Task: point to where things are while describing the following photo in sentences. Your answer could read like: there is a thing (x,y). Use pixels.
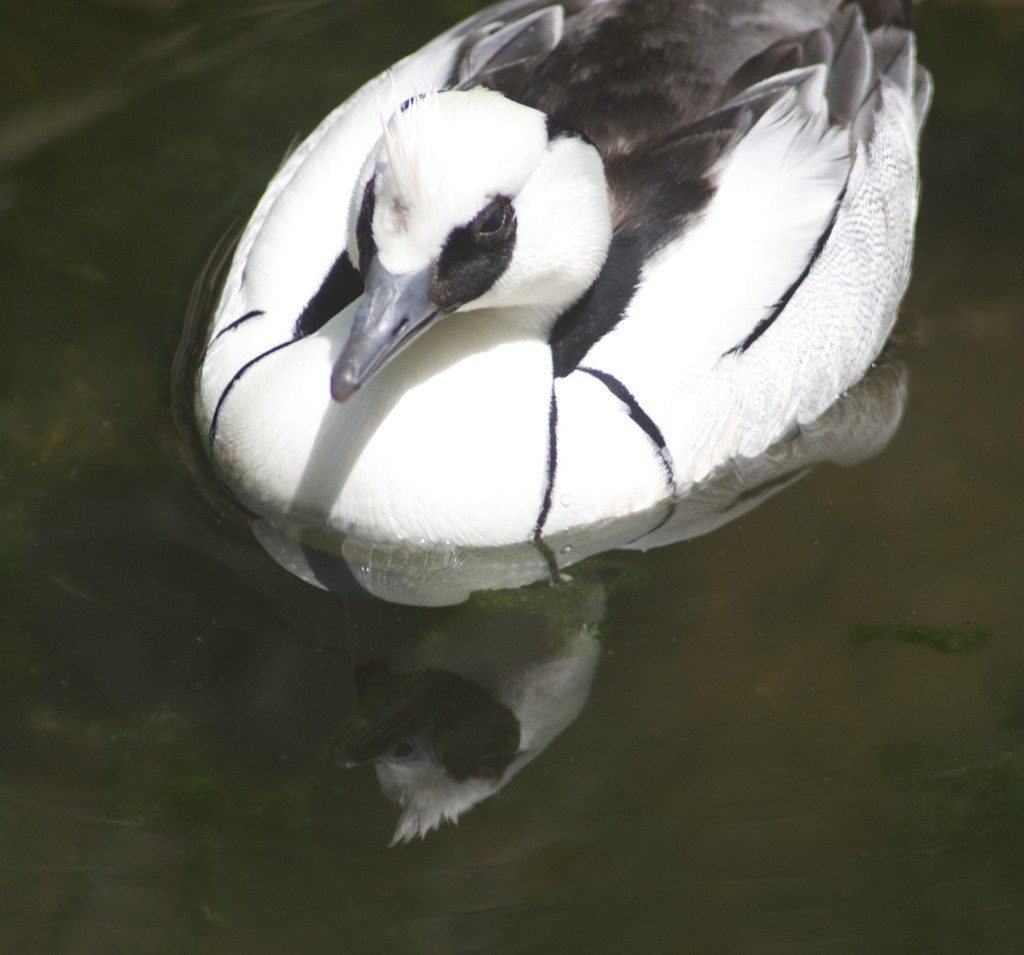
There is a white and black color bird (513,262) in the water (297,549).
